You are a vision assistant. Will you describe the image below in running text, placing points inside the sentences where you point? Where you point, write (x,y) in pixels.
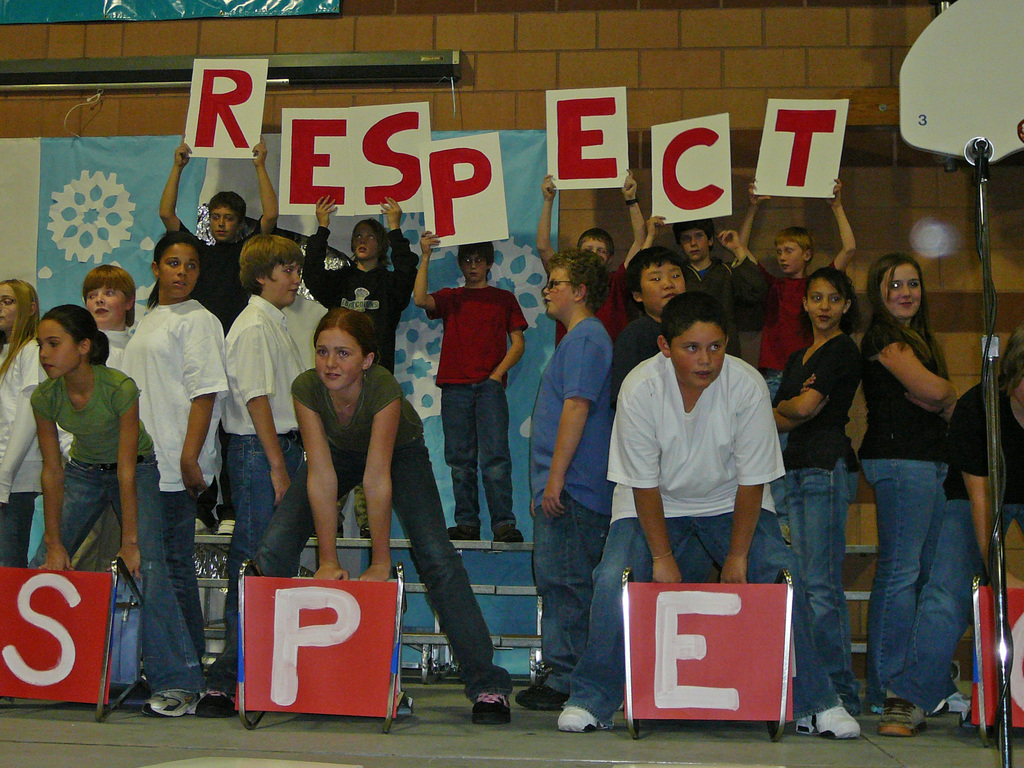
In this picture we can observe some people (383,344) standing. There are boys (759,374) and girl (87,336) in this picture. We can observe some people (223,225) standing, holding white color boards (413,165) with red color letters (582,143) on them. In the background (87,185) we can observe blue and white color cloth (115,205). We can observe brown color wall (533,52) here.
